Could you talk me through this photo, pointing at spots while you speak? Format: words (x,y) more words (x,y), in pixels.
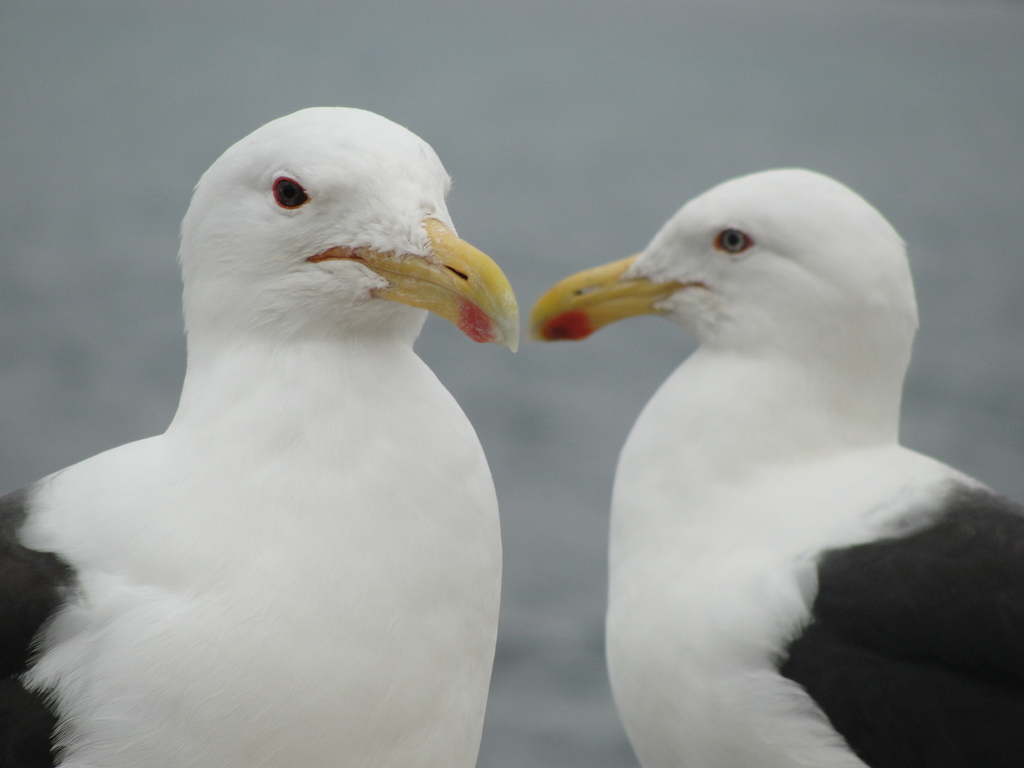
In the picture we can see two birds (379,576) which are white in color with black color wings (899,629) and with a yellow beak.
